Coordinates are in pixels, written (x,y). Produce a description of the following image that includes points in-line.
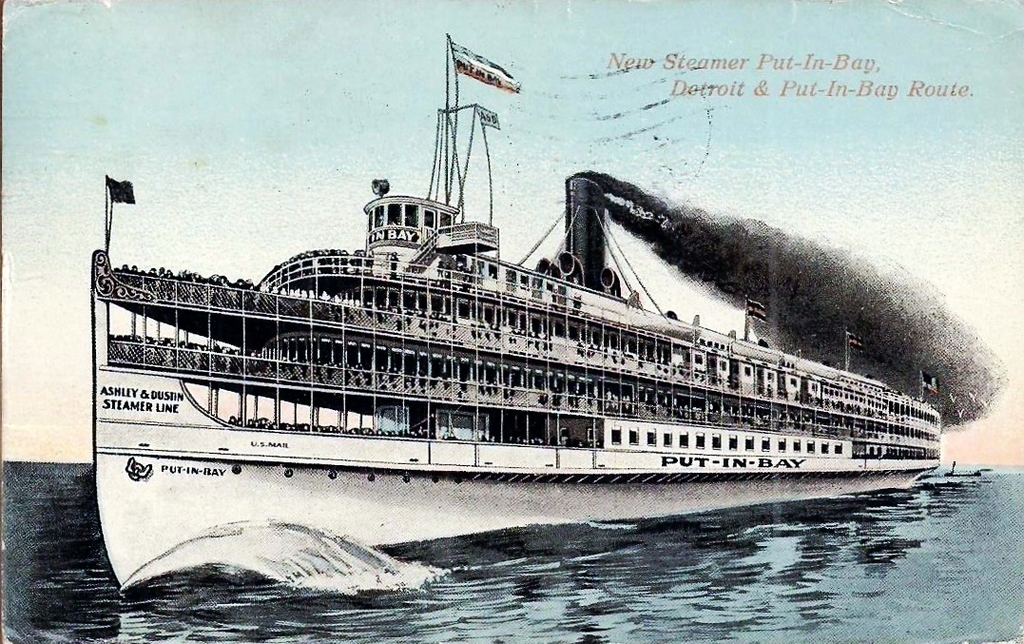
This image consists of a poster (252,215). In which there is a big ship (428,383). And there is a smoke (648,239) coming out of chimney (595,219). At the bottom (679,612), there is water (578,592). To the top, there is a flag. The ship (272,462) is in white color.
